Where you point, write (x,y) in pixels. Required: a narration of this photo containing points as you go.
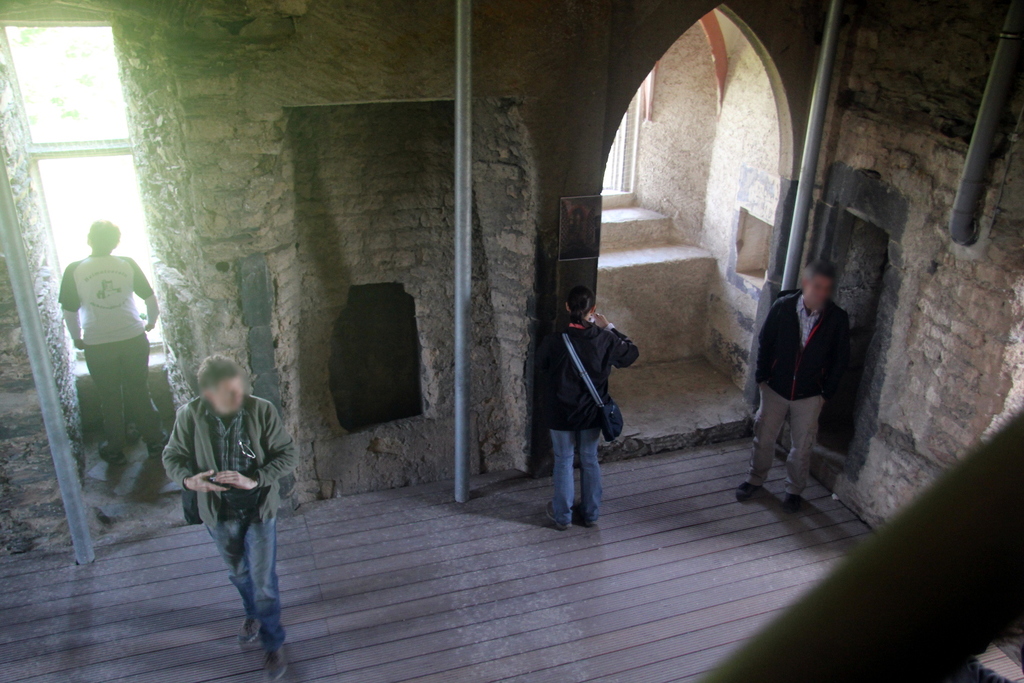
This is an inside view. Here I can see four people (114,327) are standing. In this room (327,209) I can see three poles (10,255). Two of these people (203,488) are wearing bags (606,429).
